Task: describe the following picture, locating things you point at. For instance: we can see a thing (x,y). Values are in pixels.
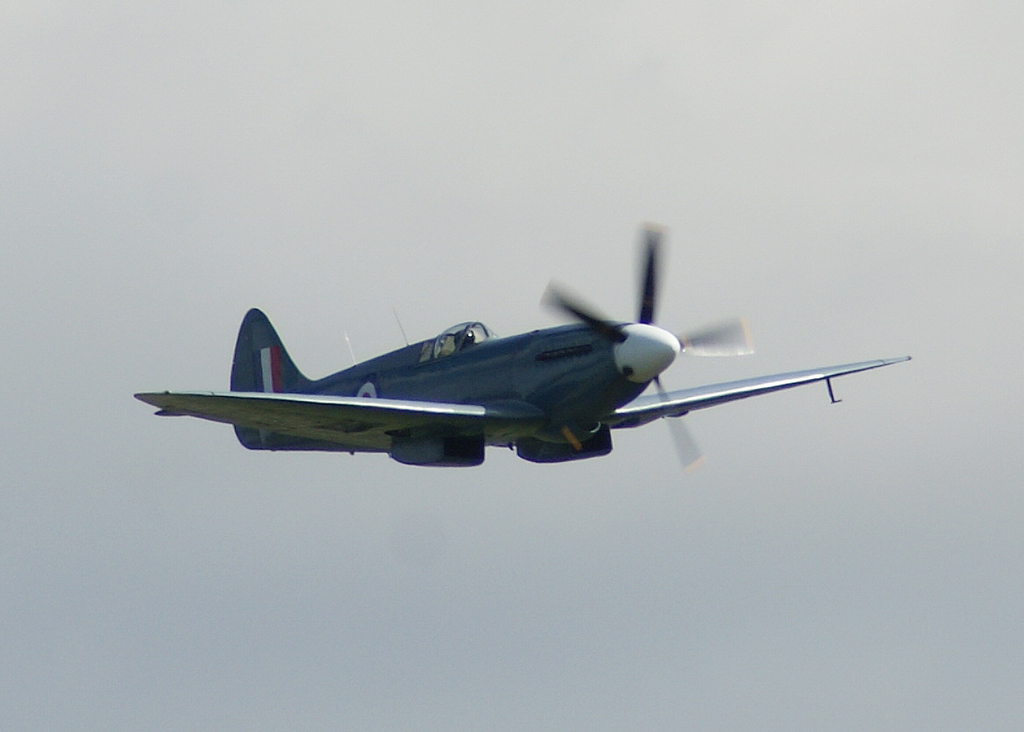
In this picture there is an aircraft (528,359) in the center of the image (661,353).
